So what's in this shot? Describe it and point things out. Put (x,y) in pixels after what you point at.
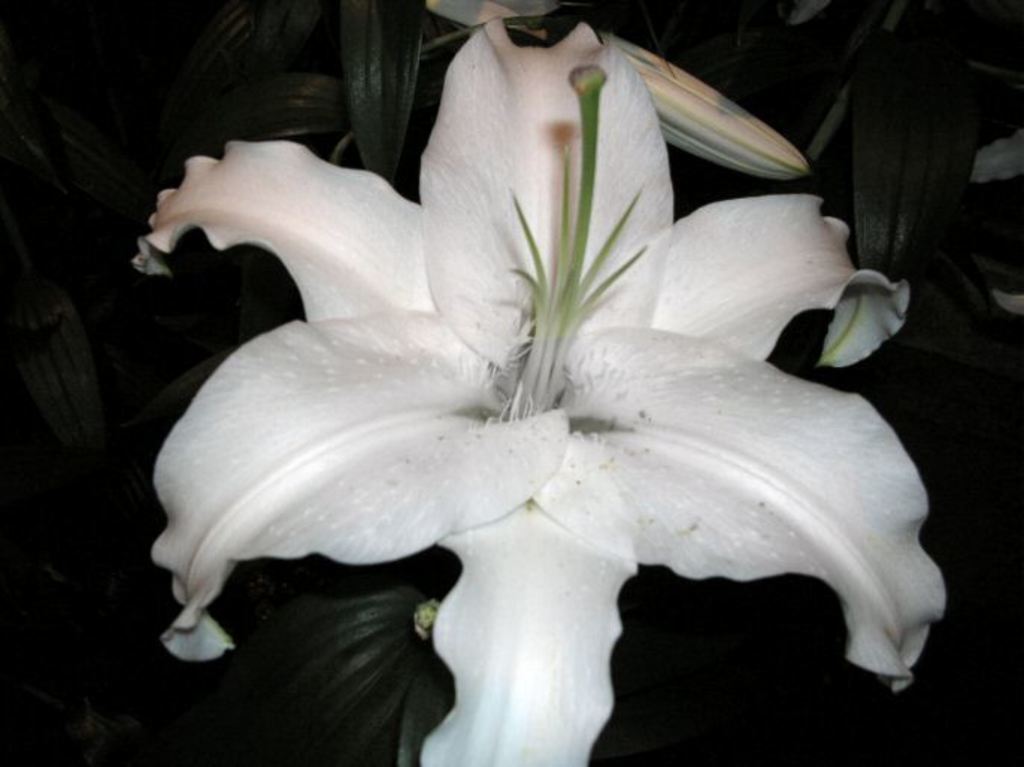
There is a flower (443,361) in the middle of this image (360,496) and we can see the leaves (644,644) in the background (644,644).
